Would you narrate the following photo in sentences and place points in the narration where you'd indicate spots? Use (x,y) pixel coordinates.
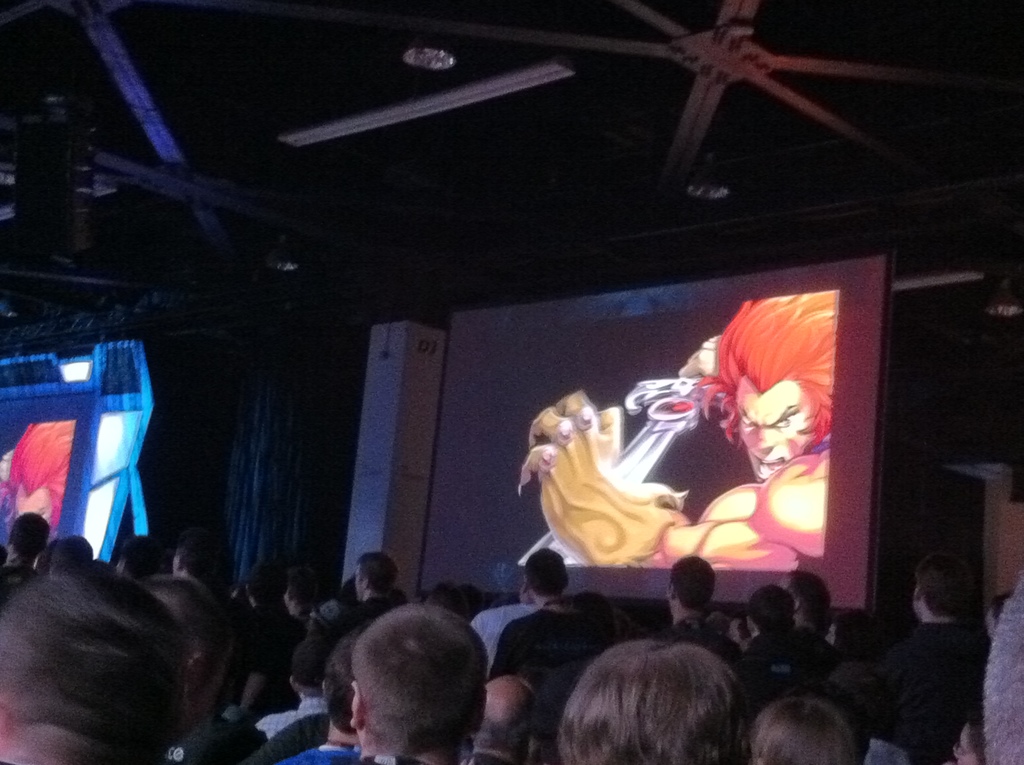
In this image we can see a few people (365,631), there we can see a screen (561,446) with a cartoon picture (702,457) of a person (738,354) holding a sword (653,408), there we can also see some lights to the roof (329,299).
